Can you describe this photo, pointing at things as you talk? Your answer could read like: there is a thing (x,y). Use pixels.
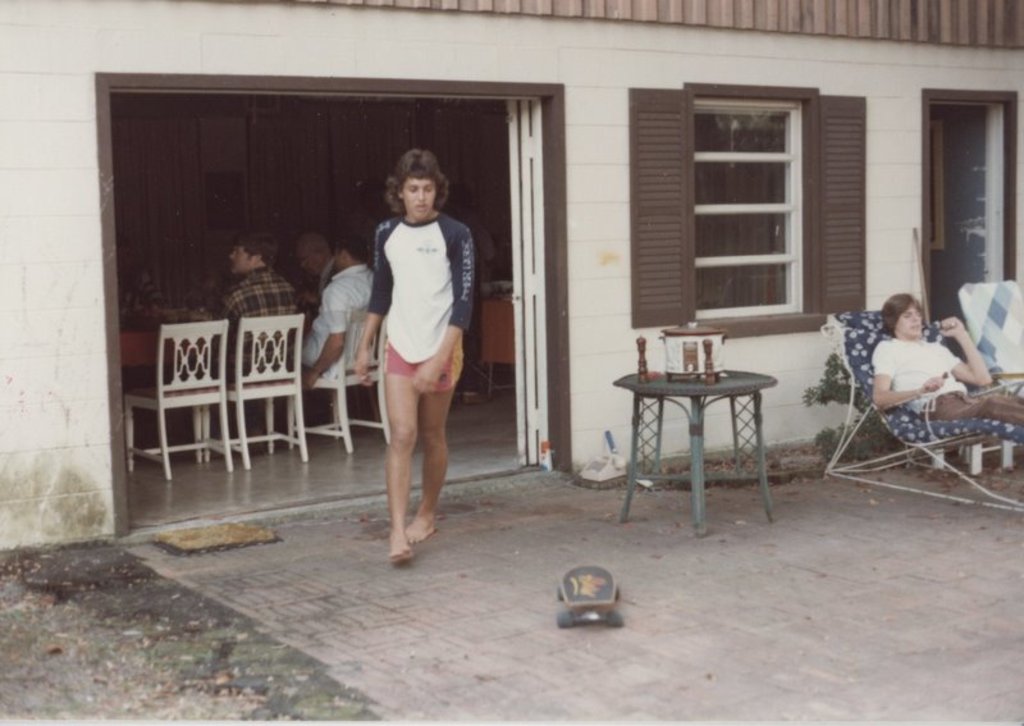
The person (420,292) wearing white shirt (417,301) is standing and there is a skate board (586,590) in front of him and there are few people (273,271) sitting behind him and there is other person (943,347) sleeping in a chair (998,421) beside him.
